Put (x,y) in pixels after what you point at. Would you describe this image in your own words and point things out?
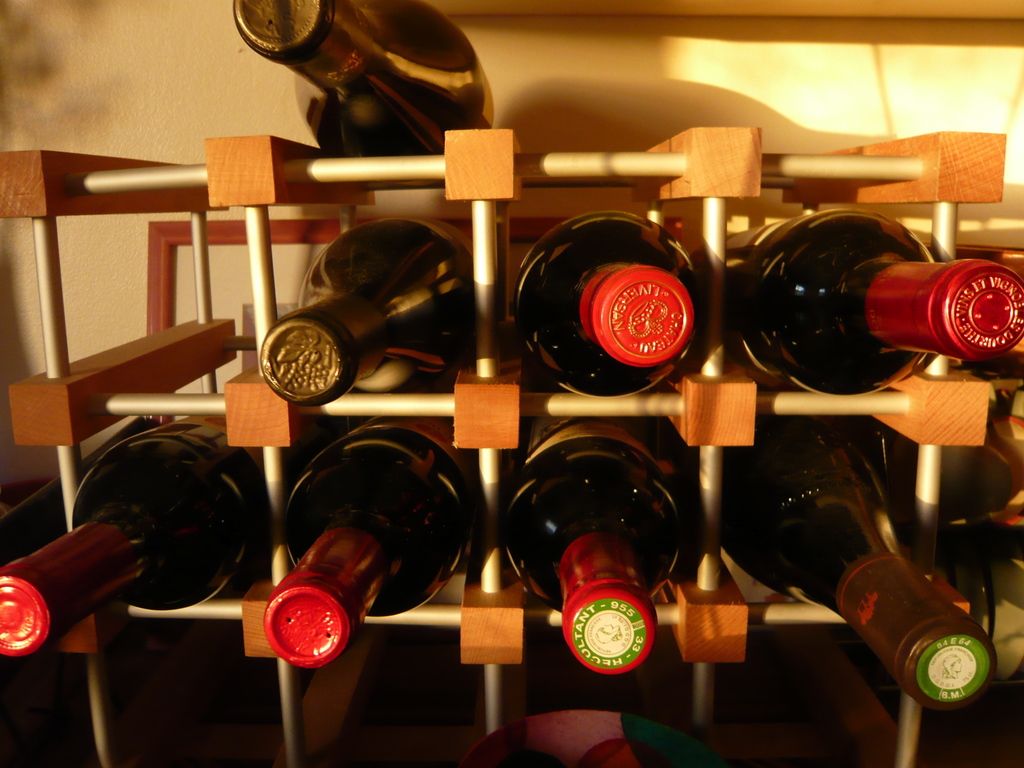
In the image there are different bottles (395,493) kept in each rack (202,302) of a container (204,320) and one bottle (279,38) is kept out of the container (341,205).
